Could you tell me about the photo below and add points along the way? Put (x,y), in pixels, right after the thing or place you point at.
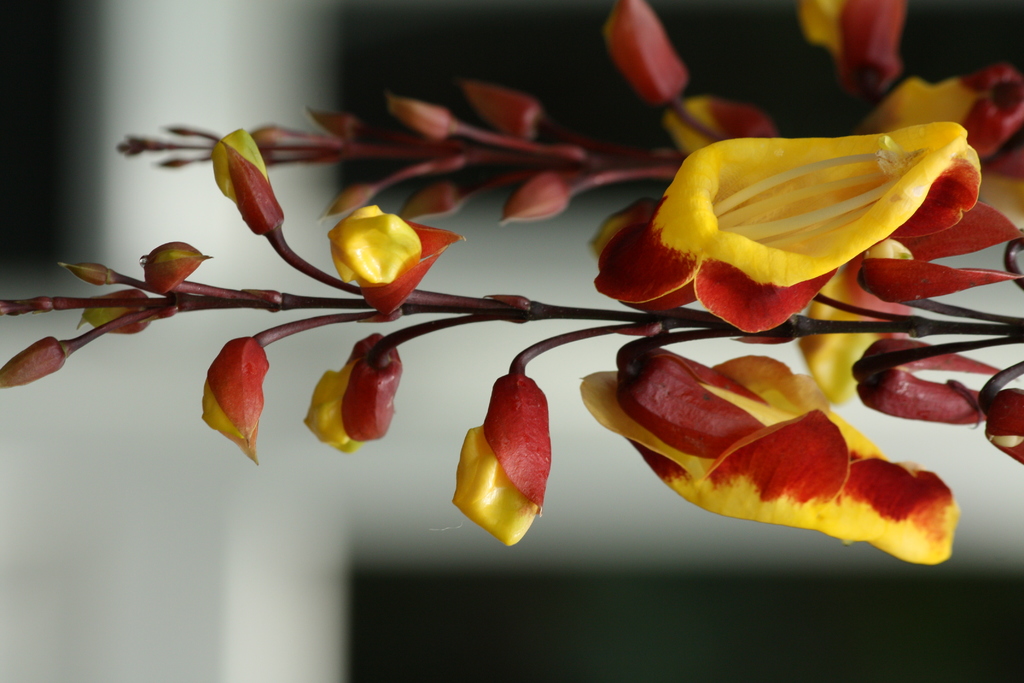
It is a zoomed in picture of a plant (709,245).
